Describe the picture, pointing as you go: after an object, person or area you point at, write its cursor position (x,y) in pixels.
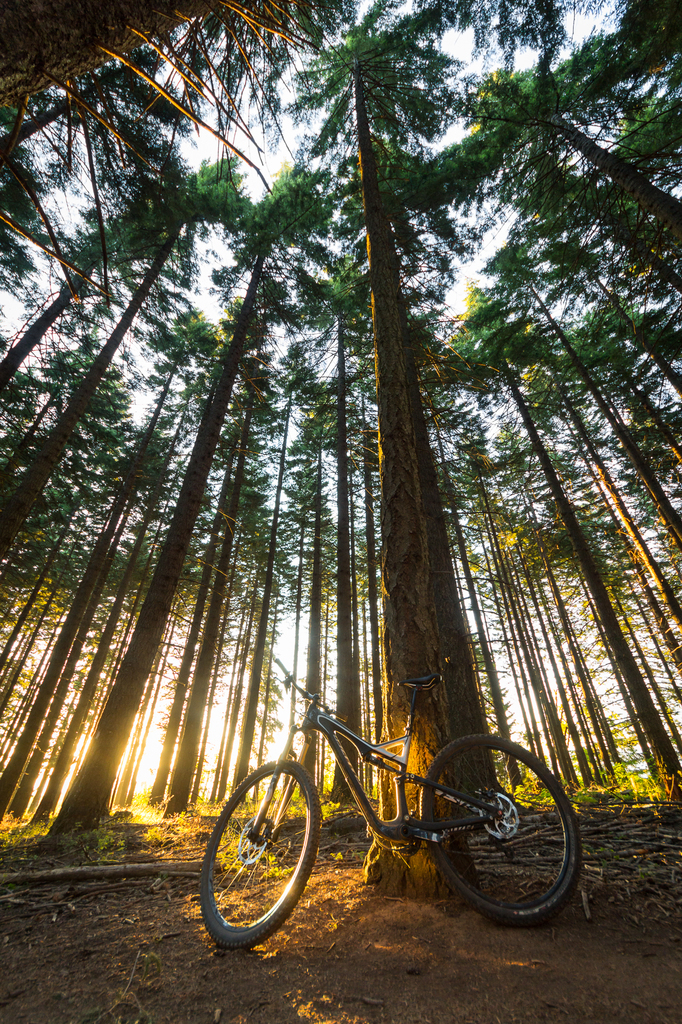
In this picture we can observe a bicycle (294,782) on the land (322,920). There are some trees (238,570). In the background (256,112) there is a sky (280,142).
